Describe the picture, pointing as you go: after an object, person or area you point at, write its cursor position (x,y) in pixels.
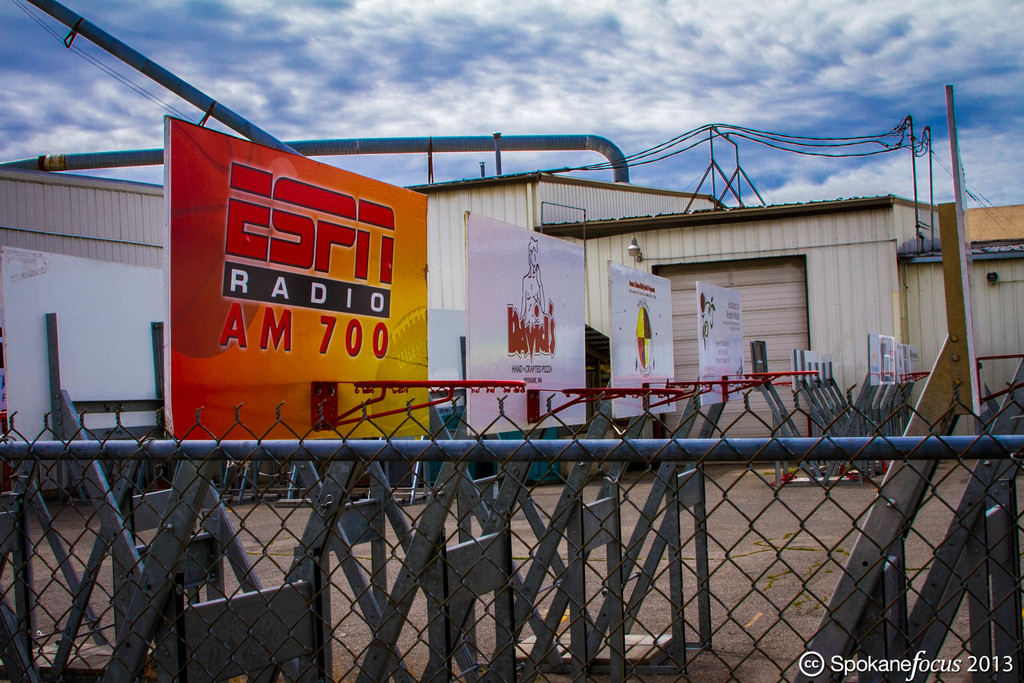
In this picture we can see fence (856,443), rods (313,567), basketball hoops (421,386) attached to boards (421,208), sheds (924,321), wires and light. In the background of the image (654,11) we can see the sky (952,48) with clouds (952,48). In the bottom right side of the image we can see text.
